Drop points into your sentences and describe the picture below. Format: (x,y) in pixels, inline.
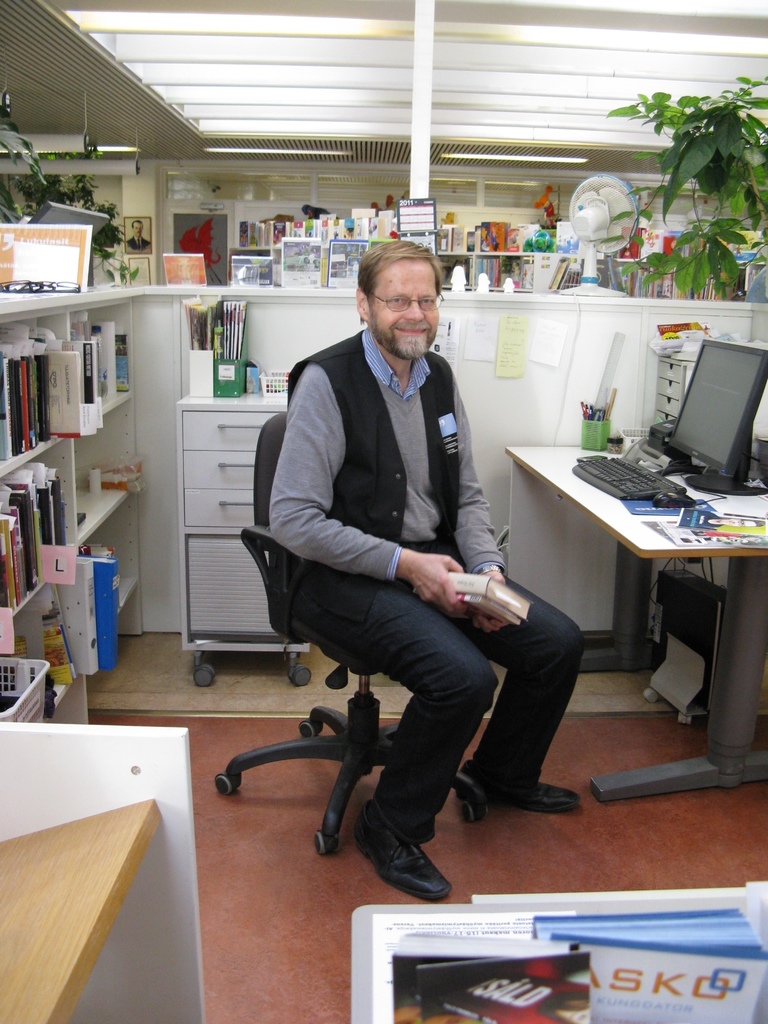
There is a man (361,841) sitting on the chair (385,737). He has spectacles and he is smiling. This is floor (290,952) and there is a table (735,768). On the table (720,687) we can see a monitor (725,492), keyboard (634,493), mouse (693,504), holder (600,447), and papers (756,523). In the background (117,420) we can see a rack (71,298), books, plants (717,268), frames (131,240), and lights (201,90).
